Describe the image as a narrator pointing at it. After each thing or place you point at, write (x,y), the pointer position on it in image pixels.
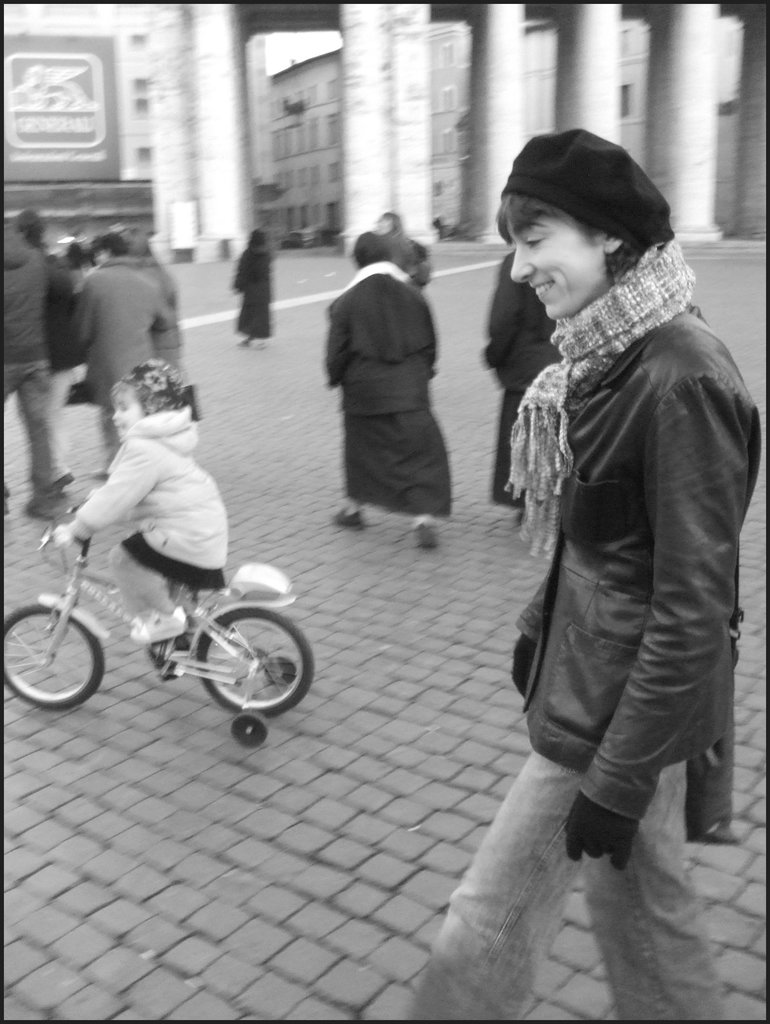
A lady (654,444) with black is walking. Around her neck (622,307) there is a stole (623,316). On her head (619,222) there is a cap (619,222). And to the left side (186,529) there is a girl (182,526) riding a cycle (189,620). And there are some people (351,338) walking on the floor (311,408). And there are pillars (359,115) in the background (420,107). And to the top corner (19,138) there is a poster (82,147).
